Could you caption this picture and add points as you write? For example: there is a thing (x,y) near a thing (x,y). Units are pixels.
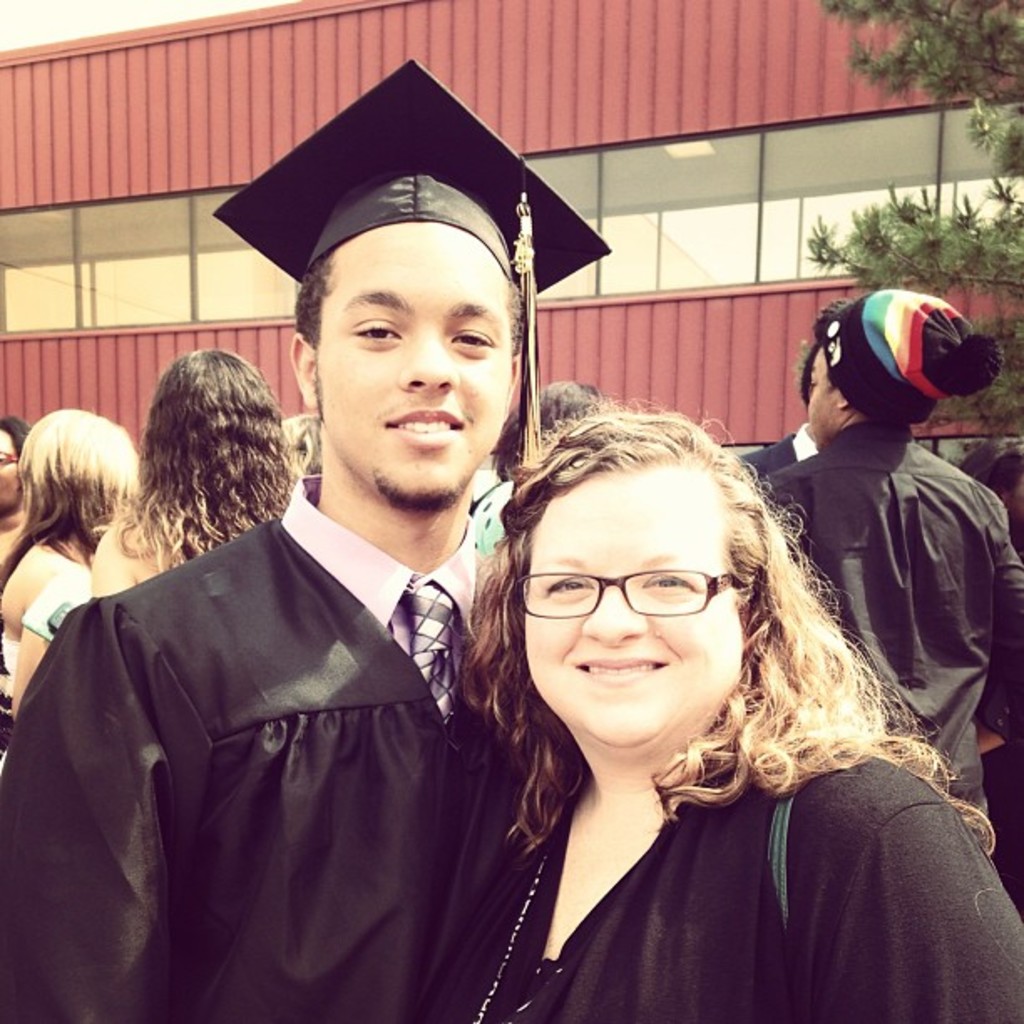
This picture describes about group of people (355,529), on the right side of the image (713,843) we can see a woman (740,746), she wore spectacles (640,607), in the background (806,320) we can see a tree (1019,10) and a building (747,169).
